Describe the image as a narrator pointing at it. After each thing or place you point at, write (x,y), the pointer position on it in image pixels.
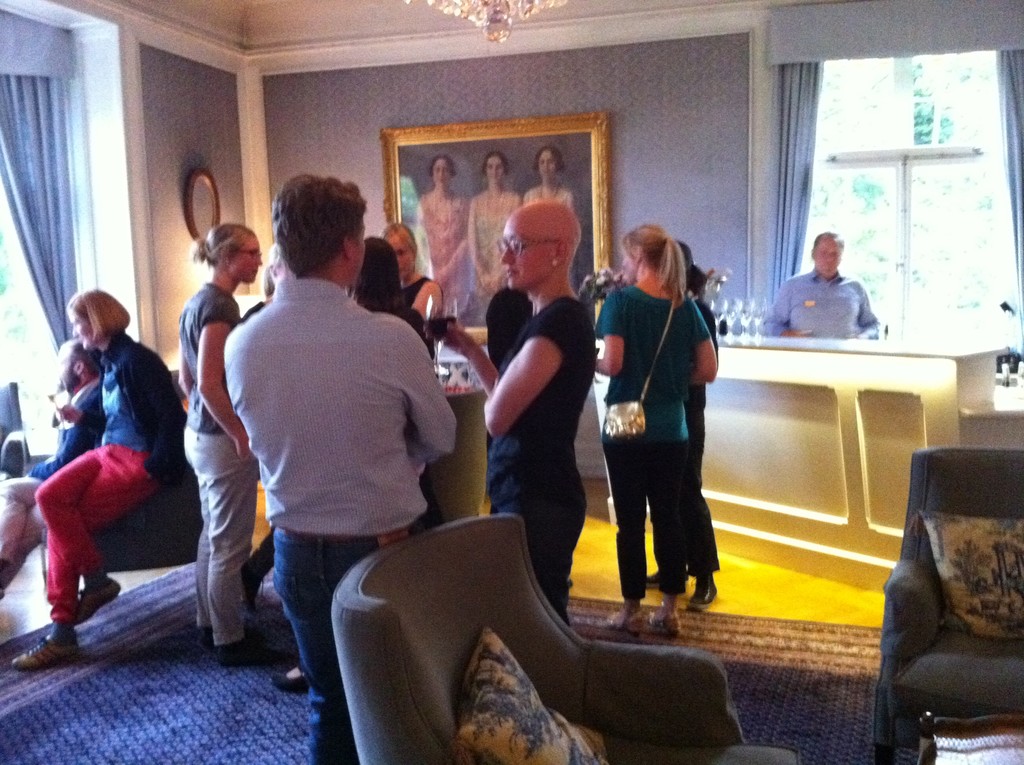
At the bottom of the image (461,644) there are some chairs (371,562). Behind the chairs (461,644) few people (361,439) are standing and holding some glasses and two persons (84,320) are sitting. Behind them there is a table (840,339), on the table (852,364) there are some glasses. Behind the table (810,367) a person (836,256) is standing. At the top of the image (622,228) there is wall (622,228), on the wall (622,228) there is a frame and mirror (214,192) and window (898,90) and curtain (794,181).
